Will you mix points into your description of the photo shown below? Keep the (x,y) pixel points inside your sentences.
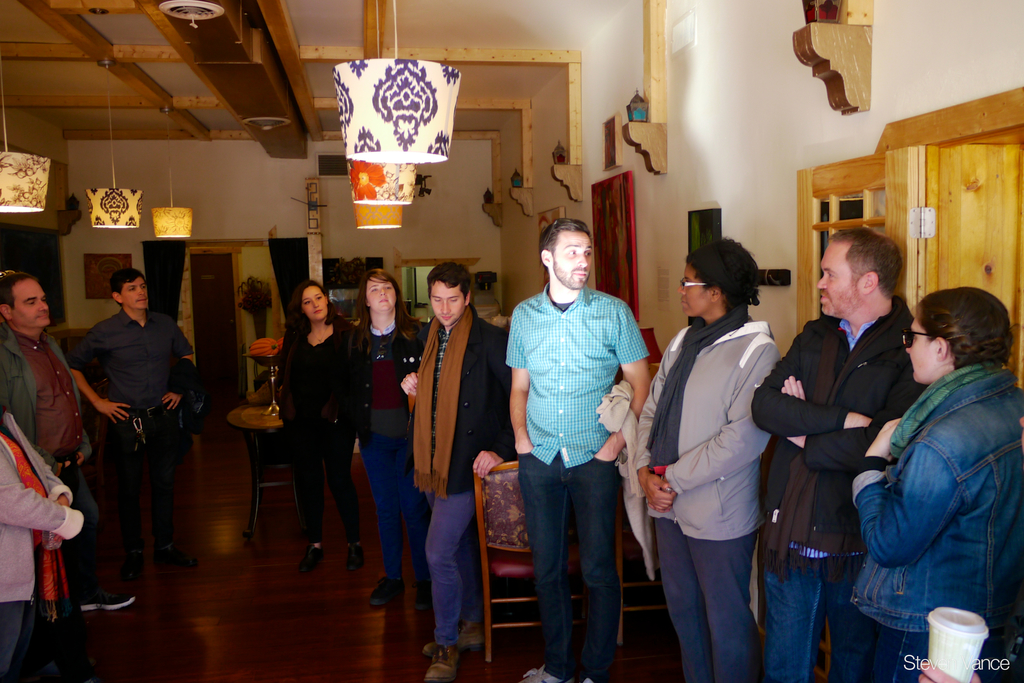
In this image we can see there are a few people (671,488) standing on the floor (308,582). In the background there are some photo frames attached to the wall (267,202). At the top of the image (270,36) there is a ceiling (153,70) and lamps (140,203).
